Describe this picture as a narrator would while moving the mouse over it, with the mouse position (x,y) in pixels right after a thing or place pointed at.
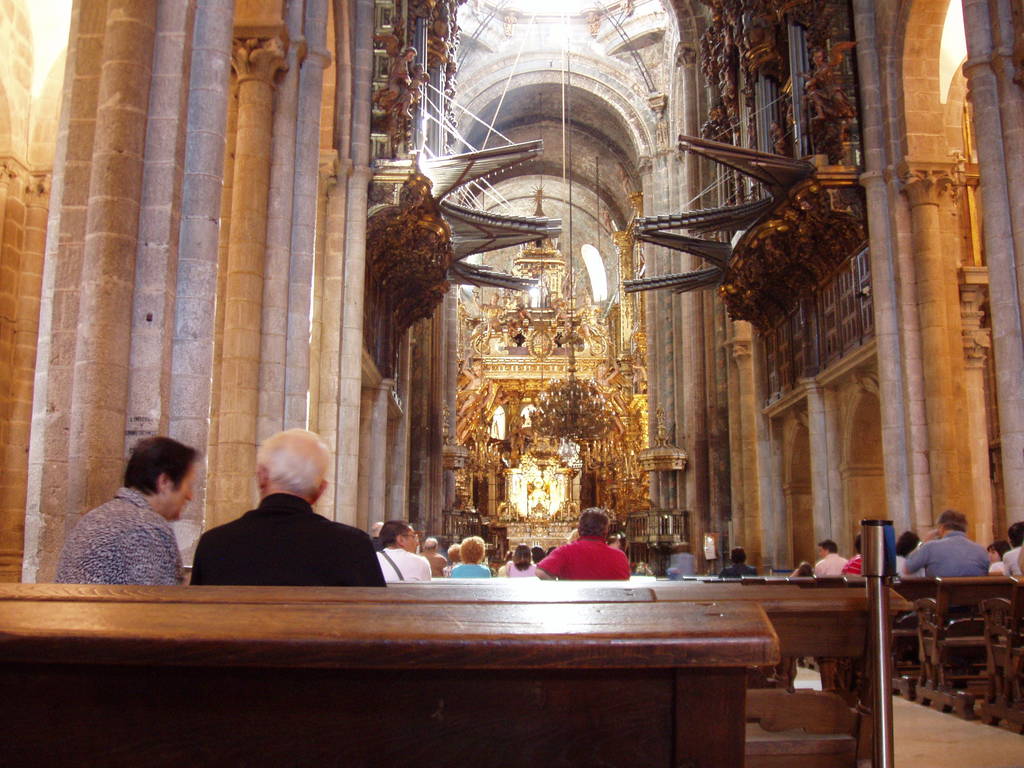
Here we can see an inside view of a building (627,176), there are some people (349,550) sitting on benches (600,597), in the background (567,409) we can see a chandelier (580,410).
